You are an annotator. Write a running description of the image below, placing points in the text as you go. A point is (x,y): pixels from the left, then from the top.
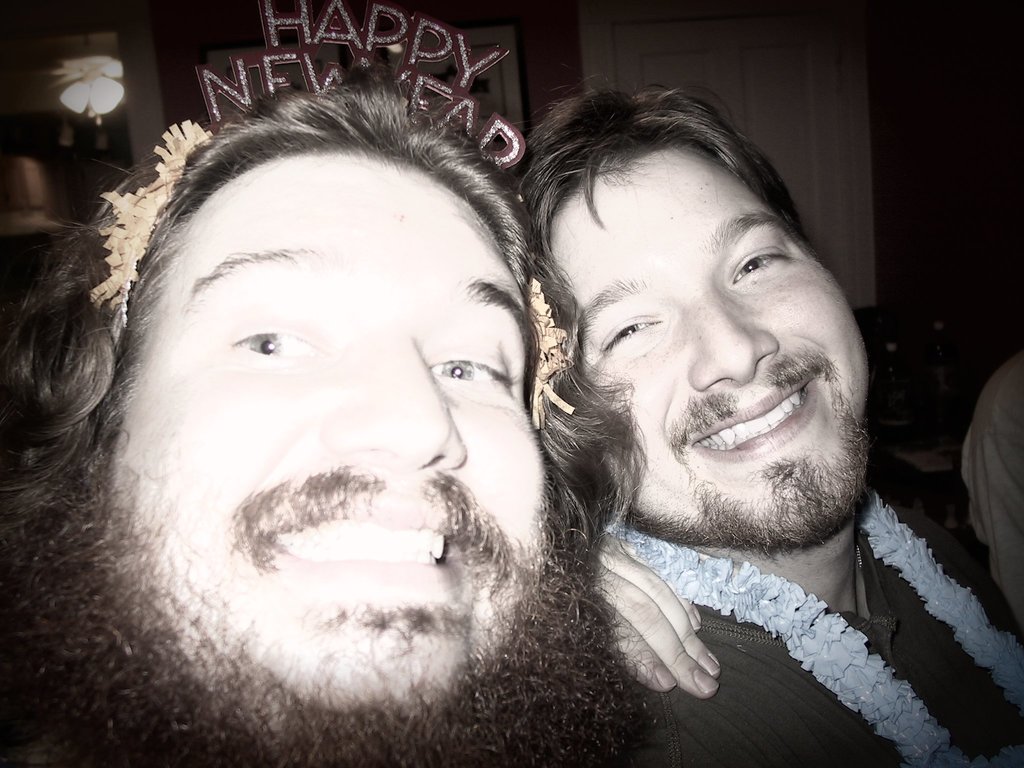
In this image we can see group of people (673,661). One person (931,528) is wearing a garland (884,701) in his neck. In the background (893,378) we can see group of bottles (946,363), window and photo frames (223,53).
